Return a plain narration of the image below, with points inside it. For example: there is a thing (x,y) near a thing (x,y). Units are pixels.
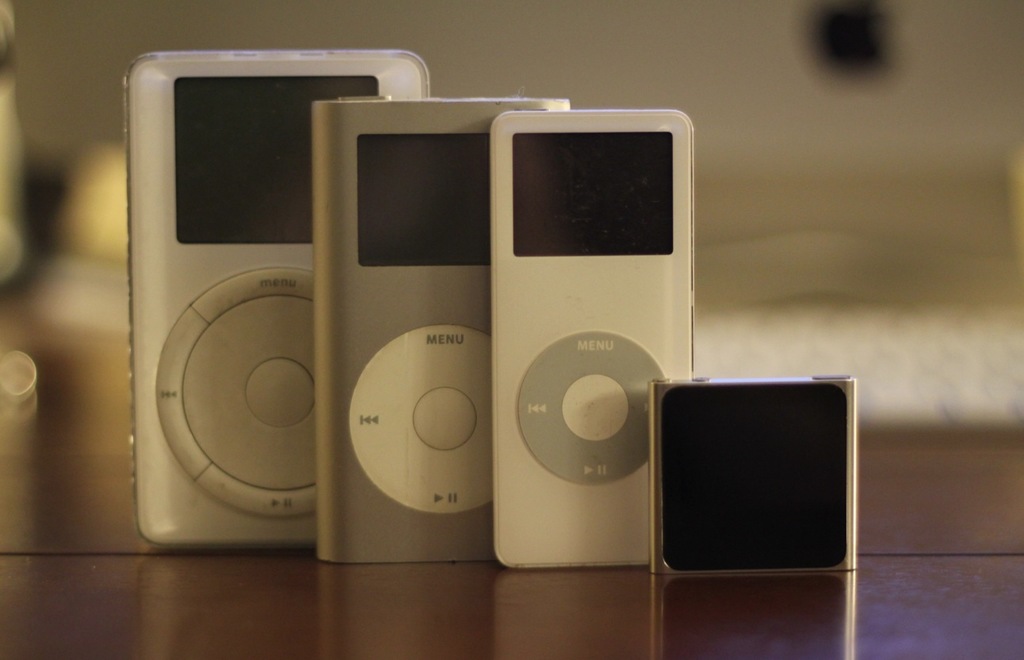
In this image, we can see iPods (632,445) on the table (642,577). In the background (117,98), there are lights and we can see a wall (773,169).
